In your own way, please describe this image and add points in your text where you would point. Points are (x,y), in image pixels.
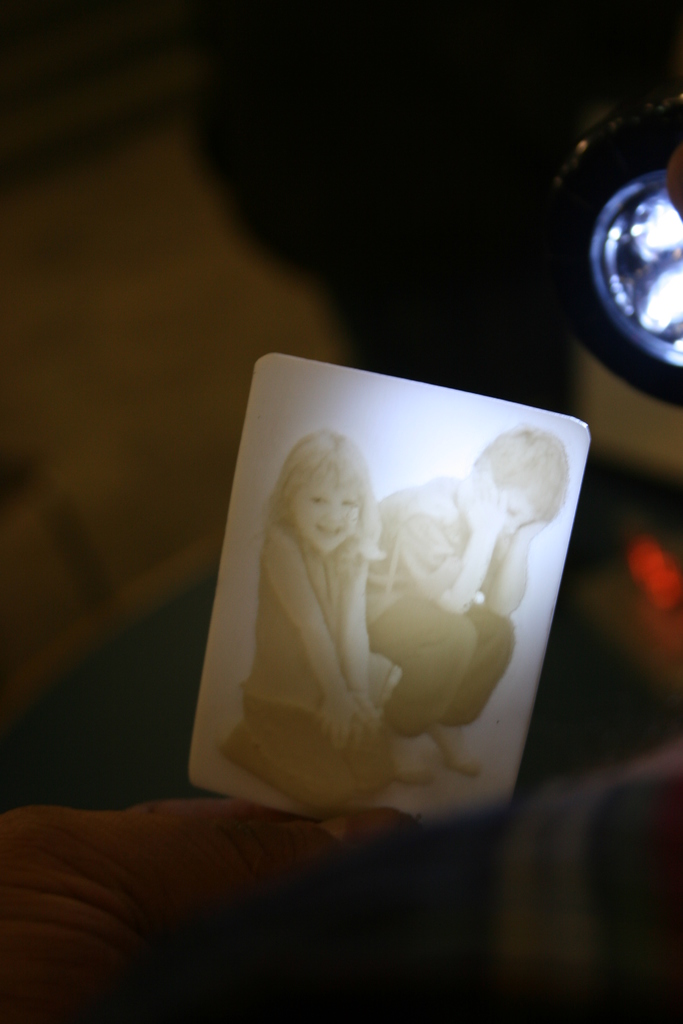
This picture is taken in the dark. I can see a rectangular device (244,572) on which I can see sketch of two kids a girl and a boy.
